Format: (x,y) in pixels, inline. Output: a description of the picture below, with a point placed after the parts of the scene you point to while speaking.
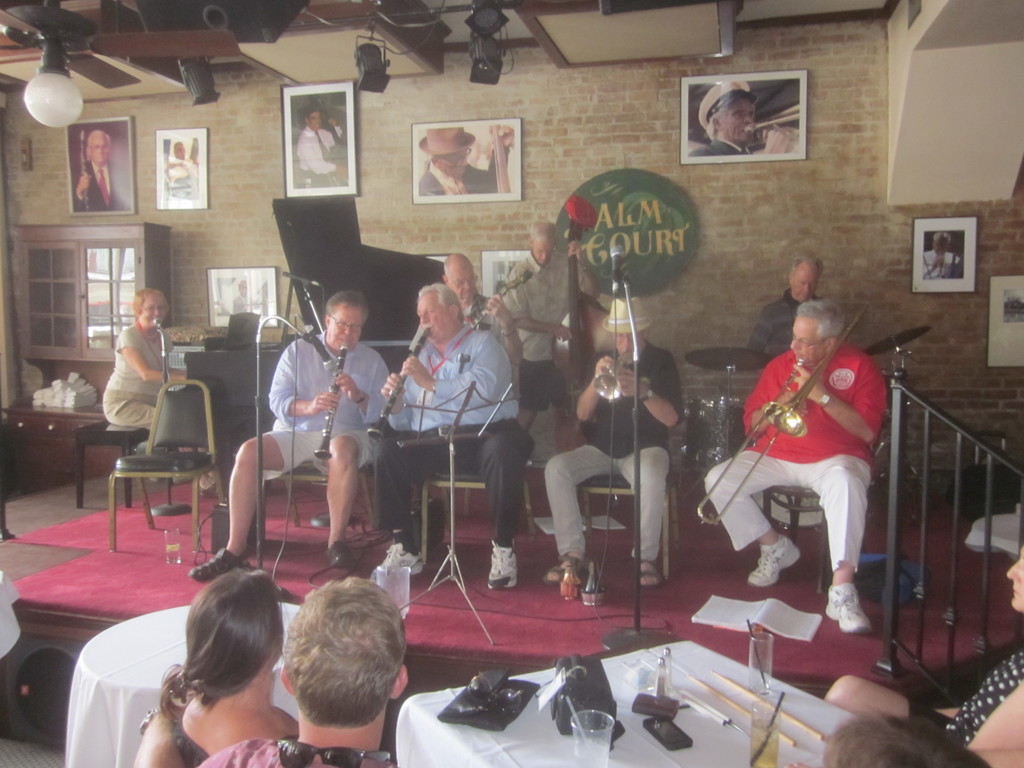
In this image we can see persons (143,392) sitting on the chairs (670,533) and holding musical instruments (235,380) on the dais (143,554). In the background (68,240) we can see spotlights (482,67), electric lights (58,81), cupboard (35,273), desk (55,412) and photo frames (122,196) that are attached to the walls (279,254). In the foreground (414,616) we can see the dais (598,611), book (730,620), carpet (189,578), persons (401,649) sitting on the chairs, tables (627,701), glass tumblers (591,734) and mobile phones (660,727).
